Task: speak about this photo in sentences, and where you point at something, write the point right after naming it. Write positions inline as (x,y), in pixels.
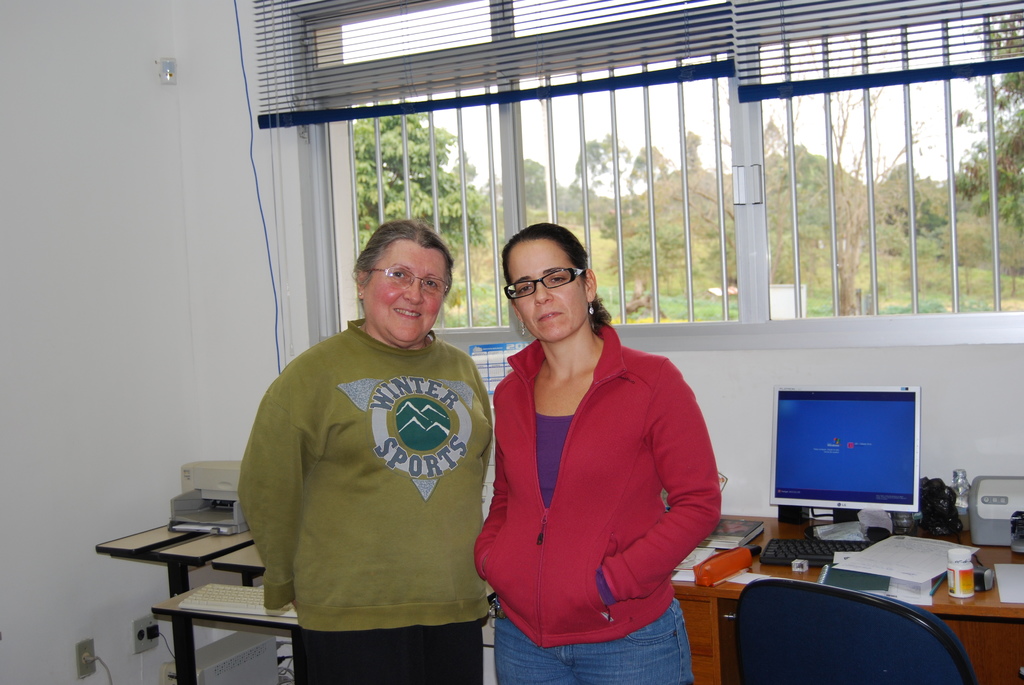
This picture is taken inside the room (711,398). In this image, in the middle (448,442), we can see two women (402,654) are standing. In the right corner (756,681), we can see a chair (917,607). On the right side (913,604), we can see a table (774,577), on the table (1017,647), we can see keyboard (810,562), monitor (821,504) and few books (862,573), printer (1008,540) and a bottle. On the left side (206,586), we can also see another table (178,597). On the table (219,615), we can also see a keyboard (257,593) and few objects (242,518). In the background (535,165), we can see a grill window (795,169), curtains (280,79), electric wires (164,639). At the bottom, we can also see a switch board (140,633). In the background (831,203), we can see a window (577,169), outside of the window (712,147), we can see some trees (917,185). At the top (707,113), we can see a sky (690,111).
